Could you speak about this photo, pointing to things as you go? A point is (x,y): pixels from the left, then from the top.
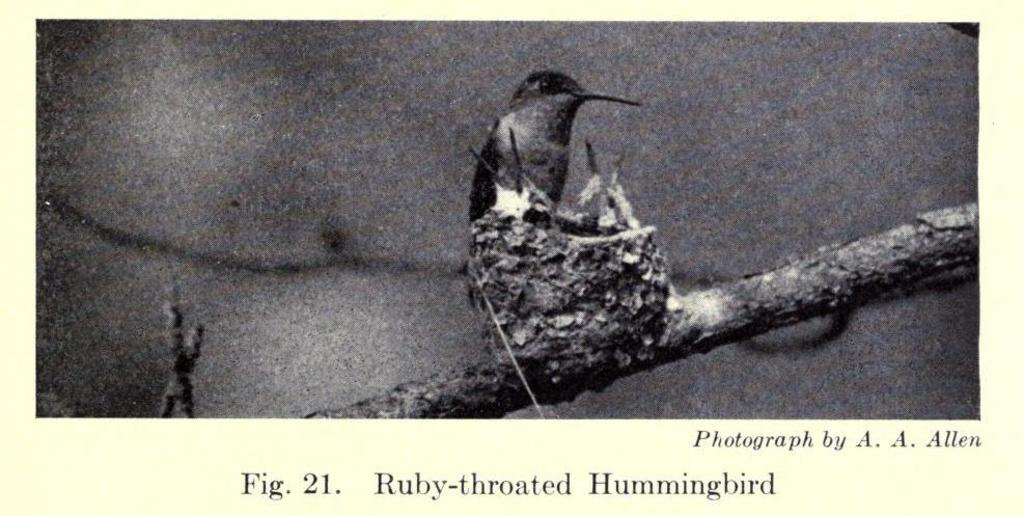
In this picture we can see an image of a bird (487,167) on the paper (148,451) and the bird (481,211) is on the branch (767,312). On the paper (505,490) it is written something.
